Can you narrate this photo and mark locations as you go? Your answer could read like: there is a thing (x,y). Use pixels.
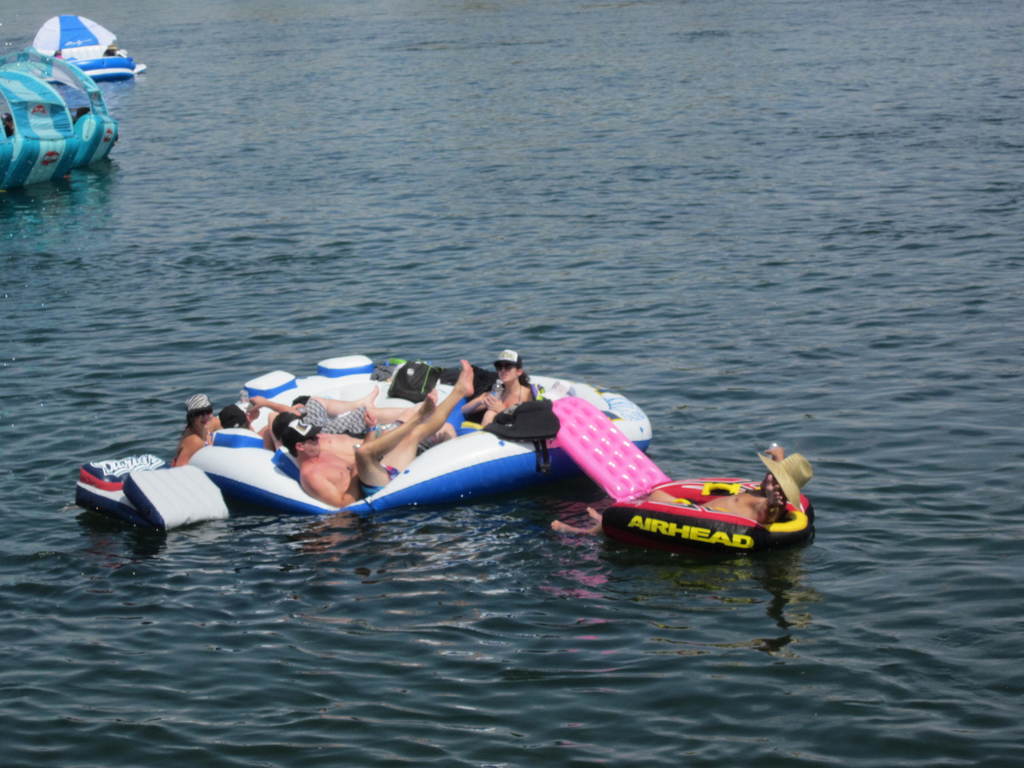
In this image I can see some people (404,422) in the inflatable boat (499,456). In the background (764,261), I can see the water (421,218).
